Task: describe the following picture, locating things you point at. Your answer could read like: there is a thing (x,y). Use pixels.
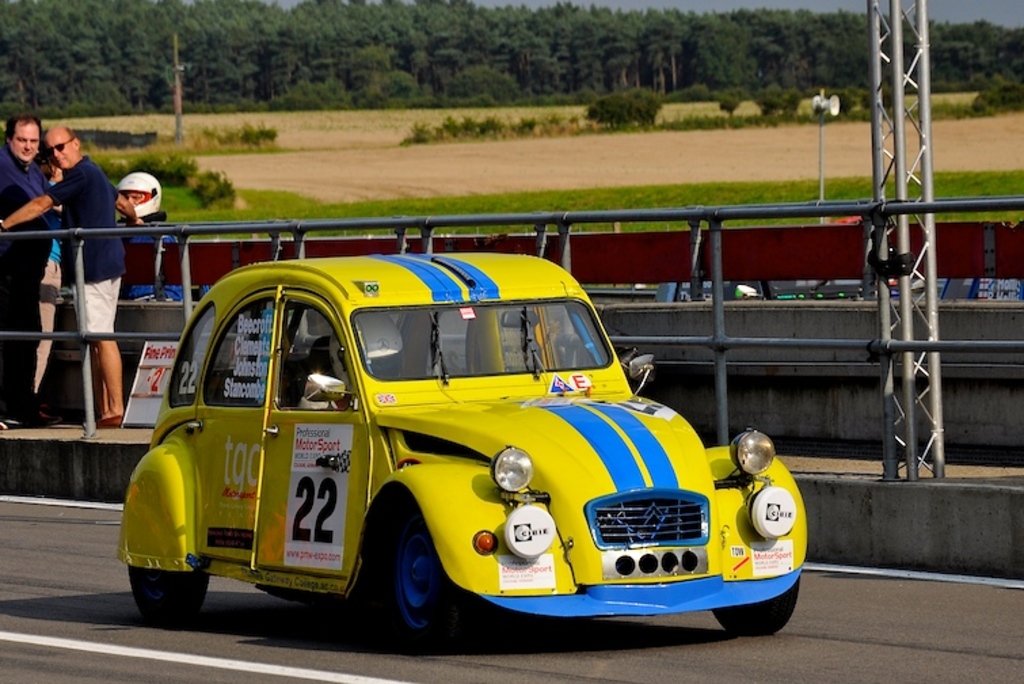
In this image I can see the car (456,541) on the road (316,618). The car (414,608) is in yellow and blue color and some stickers (343,464) attached to the car (250,433). To the side I can see the railing (142,235). I can see few people (94,242) behind the railing (81,270) and one person (139,216) is wearing the helmet (142,200). In the background (505,157) I can see the ground (492,148) and many trees (623,77).
